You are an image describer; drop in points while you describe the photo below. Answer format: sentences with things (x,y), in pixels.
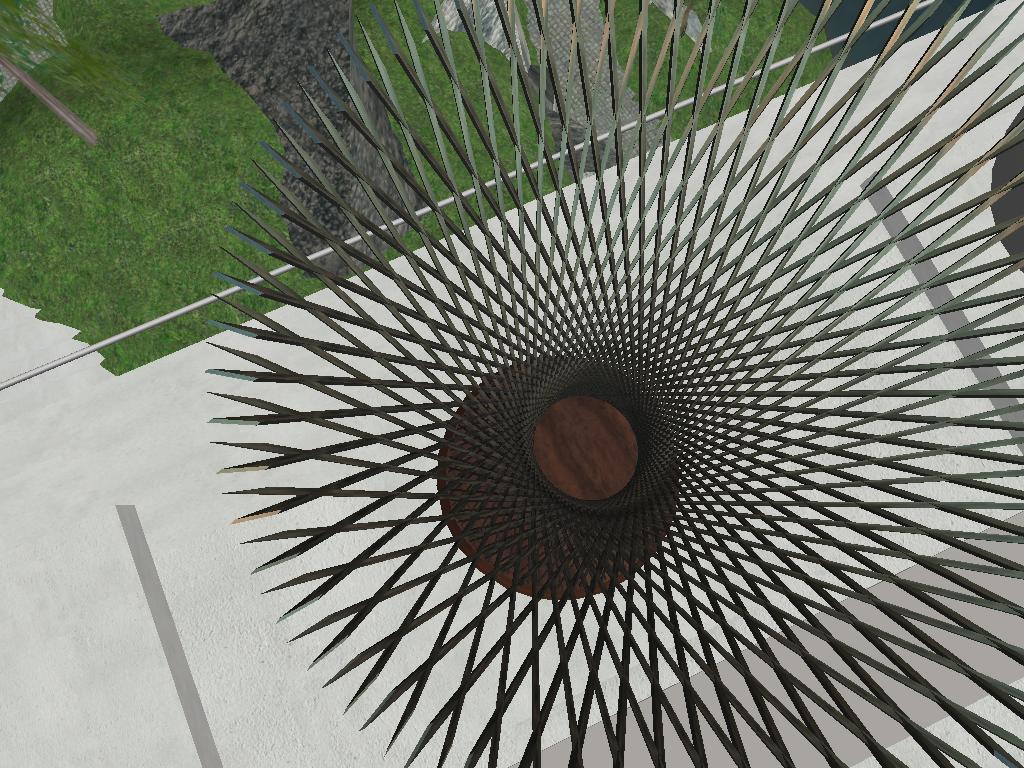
In the picture there is an architectural design (737,756) present, beside there is a ground (387,149), on the ground (213,108) there is grass (226,111).
